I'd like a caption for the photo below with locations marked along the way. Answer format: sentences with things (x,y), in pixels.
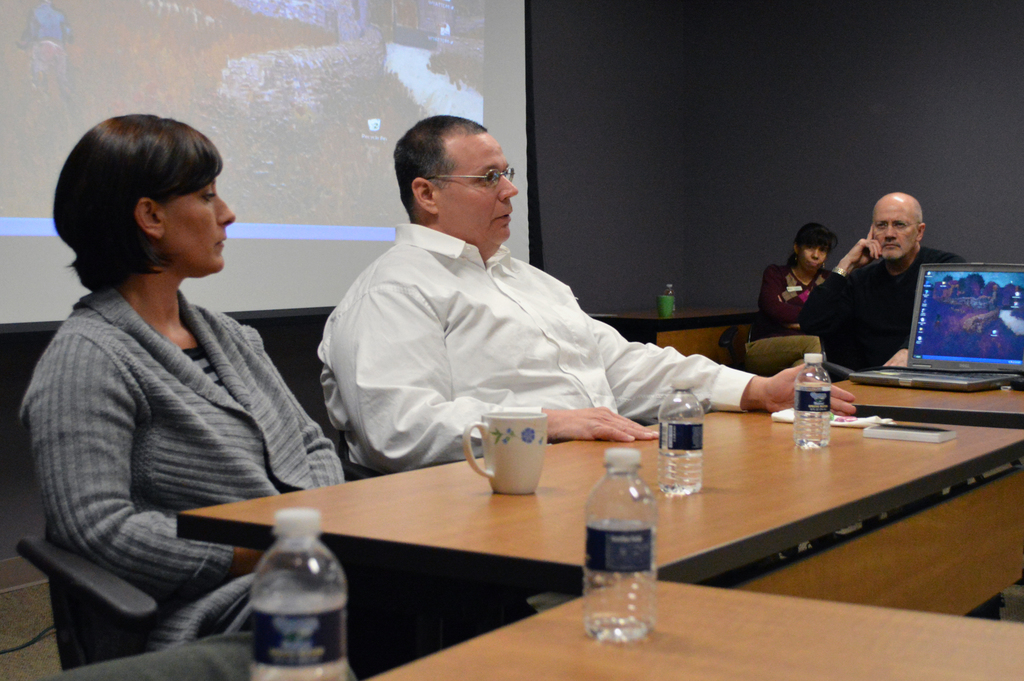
In this image we can see a group of people (612,333) are sitting on the chair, and in front (769,448) here is the table (723,431) and glass (530,445) and bottle (668,403) and laptop (914,317) on it, and at back (441,83) here is the screen projector (243,99).
